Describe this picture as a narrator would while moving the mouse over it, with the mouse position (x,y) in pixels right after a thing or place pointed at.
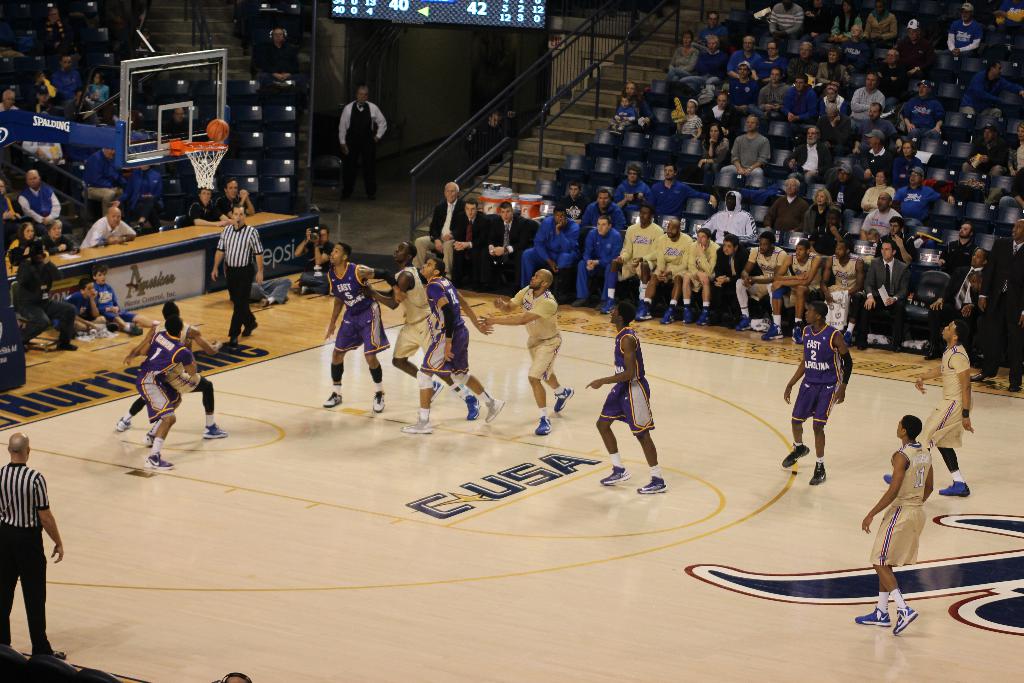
In this picture we can see group of people (513,263), few (477,245) are seated on the chairs (695,205), few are standing and few people (448,384) playing game, in the top left hand corner (214,131) we can see a ball (224,121) and net (206,163), at the top of the image (458,7) we can see a digital screen (471,13).
